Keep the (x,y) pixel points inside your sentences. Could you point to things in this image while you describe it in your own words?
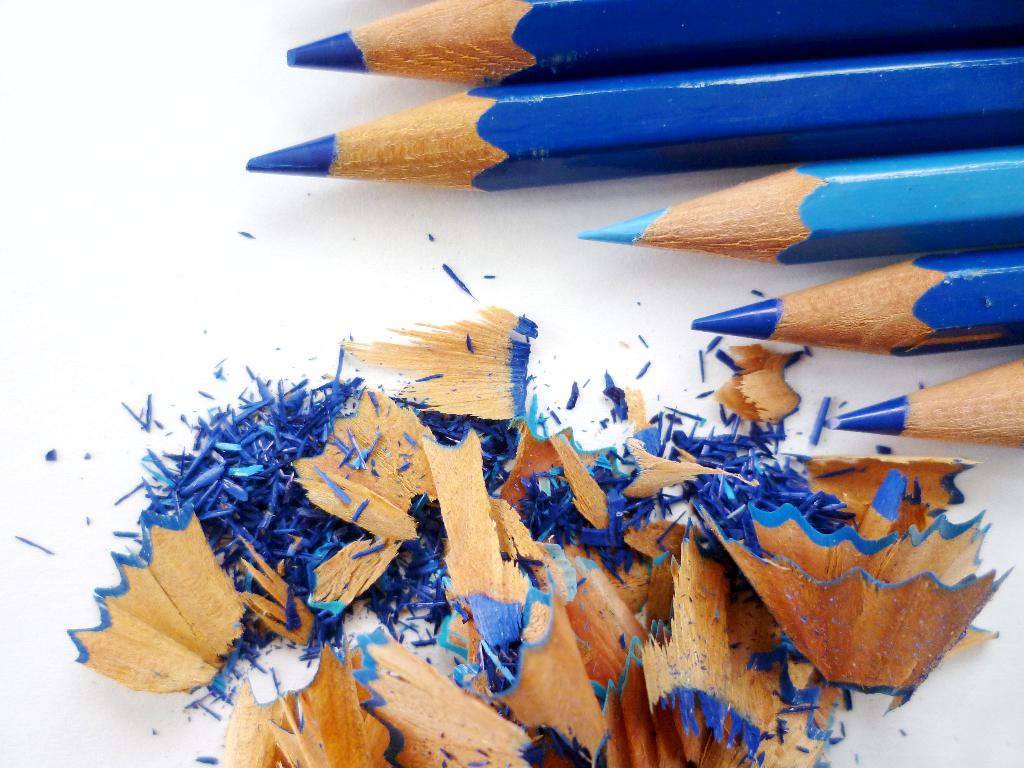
In this image I see 5 pencils (845,78) which are of blue in color and I see the dust (641,494) over here and all these things (721,32) are on the white surface (407,291).
